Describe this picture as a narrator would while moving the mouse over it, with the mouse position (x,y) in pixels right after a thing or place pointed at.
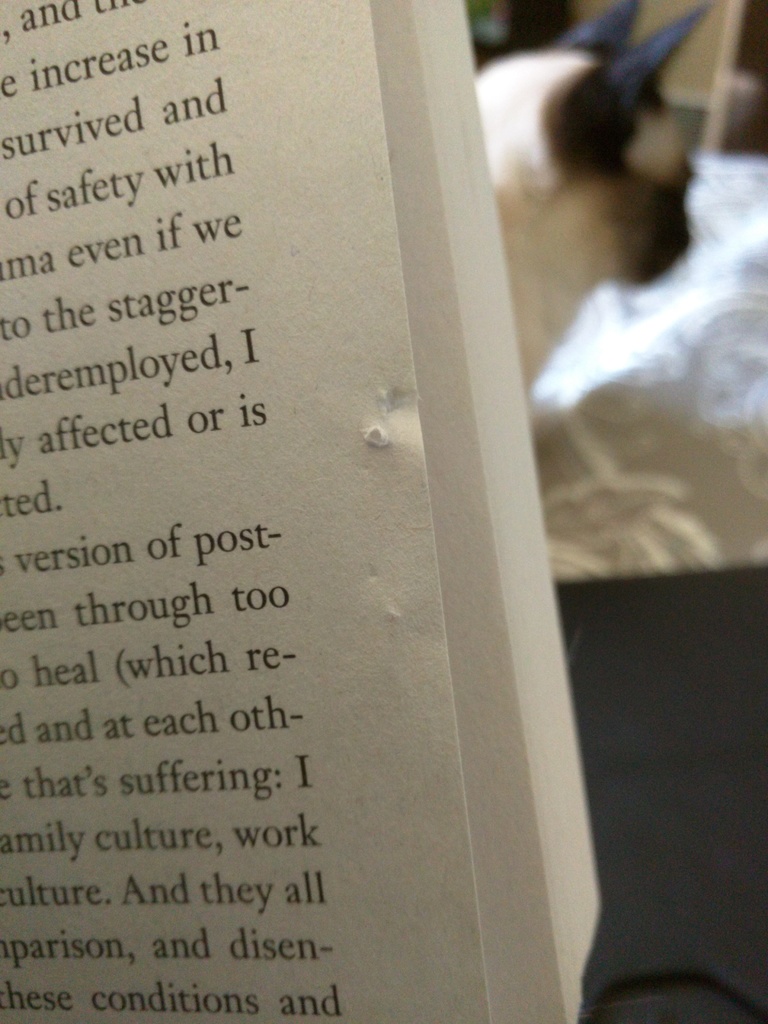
In front of the image there is a book (262,395) with some text (110,66) on it. Behind the book (392,328) there is a cat (658,254) on the bed (673,358). In the background of the image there is a wall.
